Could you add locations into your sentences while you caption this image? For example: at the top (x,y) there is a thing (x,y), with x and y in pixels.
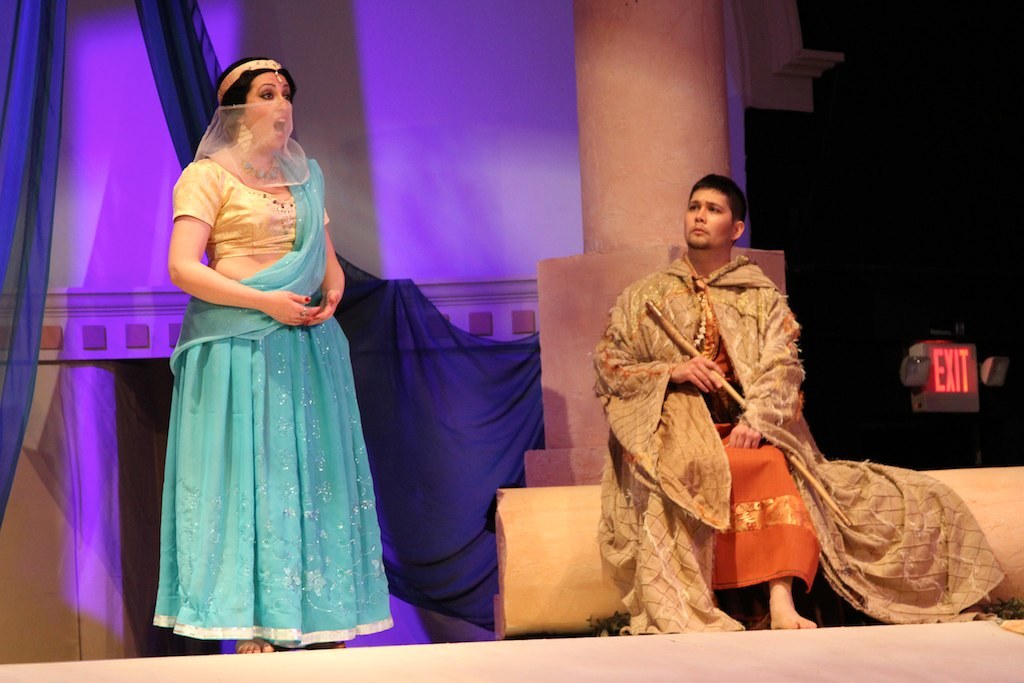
In the picture a man (617,367) sitting on an object (596,536) and holding some object (728,387) in the hand (722,374). On the left side (259,319) I can see a woman (245,289) is standing and wearing clothes (218,358) which is blue in color. On the right side of the image (936,342) I can see an exit board (923,391). In the background (431,408) I can see curtains (439,371), a pillar (621,62) and some other objects (64,511).
